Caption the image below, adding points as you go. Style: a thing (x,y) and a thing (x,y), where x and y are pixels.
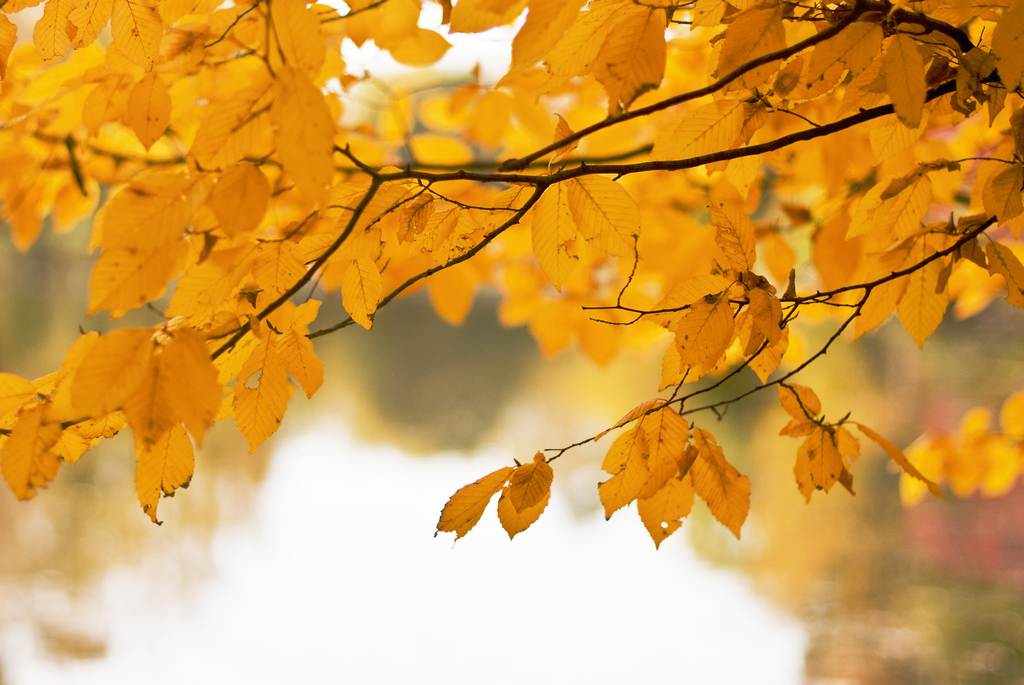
In the picture there are yellow leaves (427,152) to the branch (799,141) of a tree (683,329) and the background of the leaves (146,464) is blur.
